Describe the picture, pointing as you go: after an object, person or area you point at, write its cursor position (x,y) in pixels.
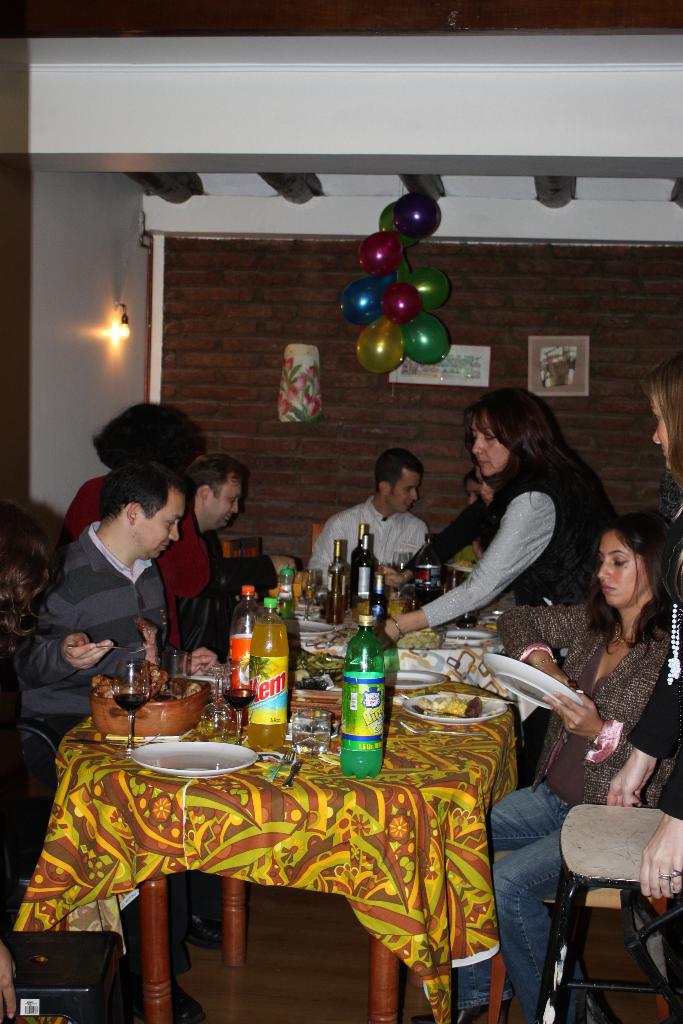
In this image there are group of people (117,524) sitting on a dining table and some of them are standing having food (315,677) the woman (618,660) at the right side (616,765) is sitting on a chair (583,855) and is holding a plate (540,688) and cleaning it, the woman (543,592) at the right side (543,527) is serving the food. The man (355,545) in the center (375,527) is smiling. The persons (158,542) at the left side (153,585) is looking at the food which is on the table (434,693). The table (333,793) is covered with a yellow colour cloth (336,843) and it is filled with plates (415,685) with a food (463,704) on it and the bottles (286,649) and glass (133,699) with a drink (125,695) in it. In the background (403,287) there is a balloons (374,298) hanged to the roof (415,188) and frames (580,357) attached to the walls (613,313) and light (123,323) is on.
